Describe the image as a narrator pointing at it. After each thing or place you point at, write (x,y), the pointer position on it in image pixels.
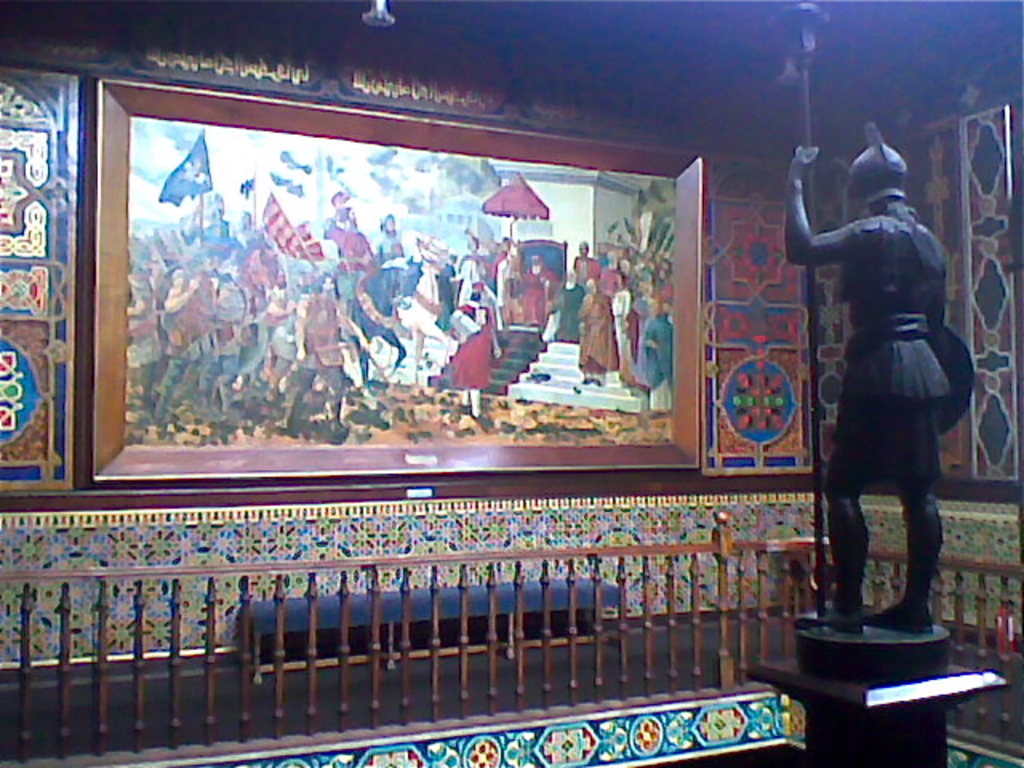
In this image we can see a museum (837,436). There is a painting (379,273) in the image. There is a sculpture (855,541) in the image. There is a fencing (210,620) in the image.
